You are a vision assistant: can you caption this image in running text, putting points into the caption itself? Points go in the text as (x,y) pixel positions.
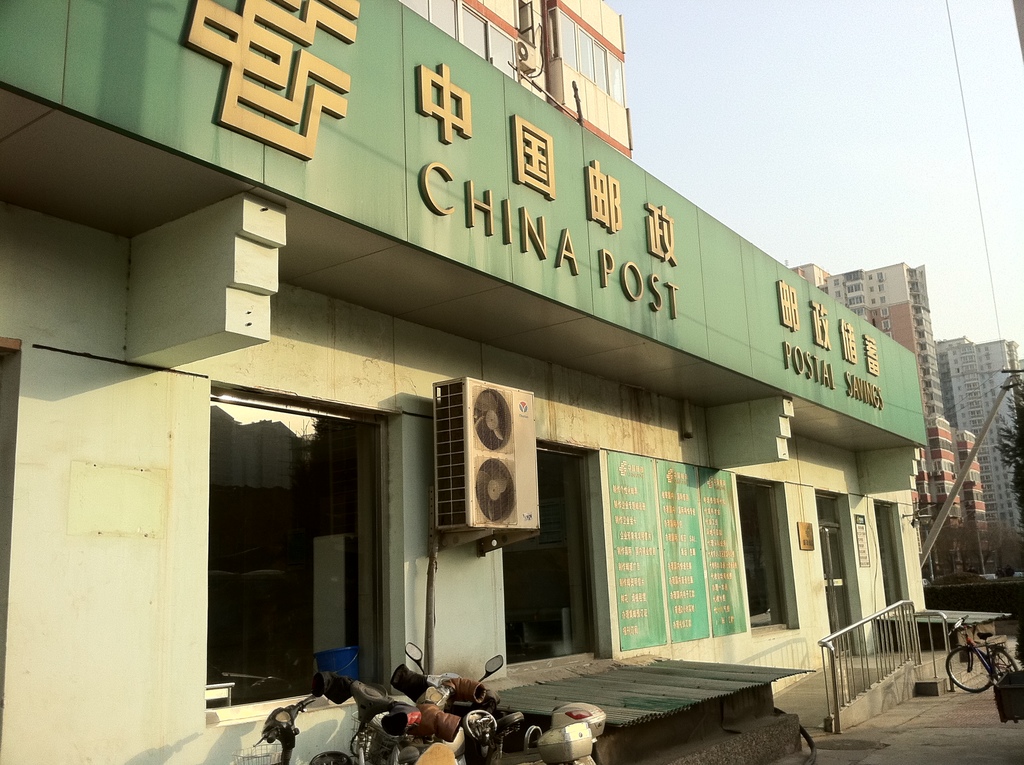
In this image we can see vehicles (965,627) parked here, air conditioner fans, name board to the house (538,571), glass windows (514,573), steel railing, buildings (982,396) current pole (1000,397), wires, trees (1021,494) and sky (968,80) in the background (968,80).
